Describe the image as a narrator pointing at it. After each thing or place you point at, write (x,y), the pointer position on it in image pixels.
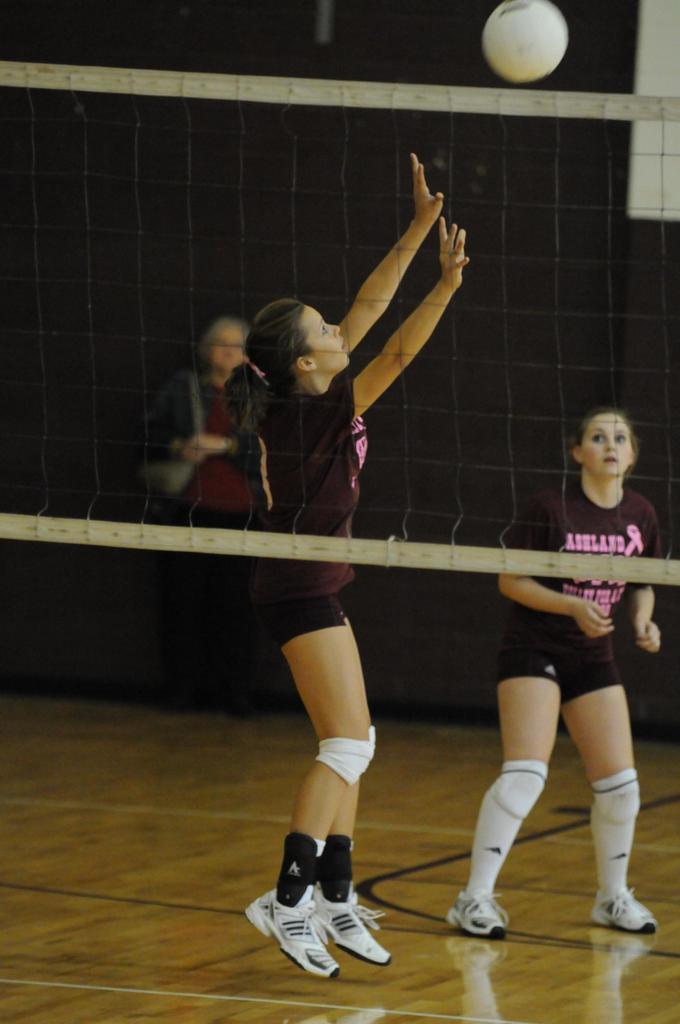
In this picture there is a woman (317,414) who is wearing t-shirt (315,499), short (325,614) and shoe (316,920). She is jumping to catch the ball (559,18). On the right (500,804) we can see another woman (652,600) who is wearing t-shirt (564,545), short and shoe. She is standing on the volleyball pitch (489,1004). In the back (220,500) there is an old woman (198,378) who is standing near to the wall (243,312). In the center (437,462) we can see the volleyball net (45,456). At the top (144,21) we can see the darkness (175,7).
